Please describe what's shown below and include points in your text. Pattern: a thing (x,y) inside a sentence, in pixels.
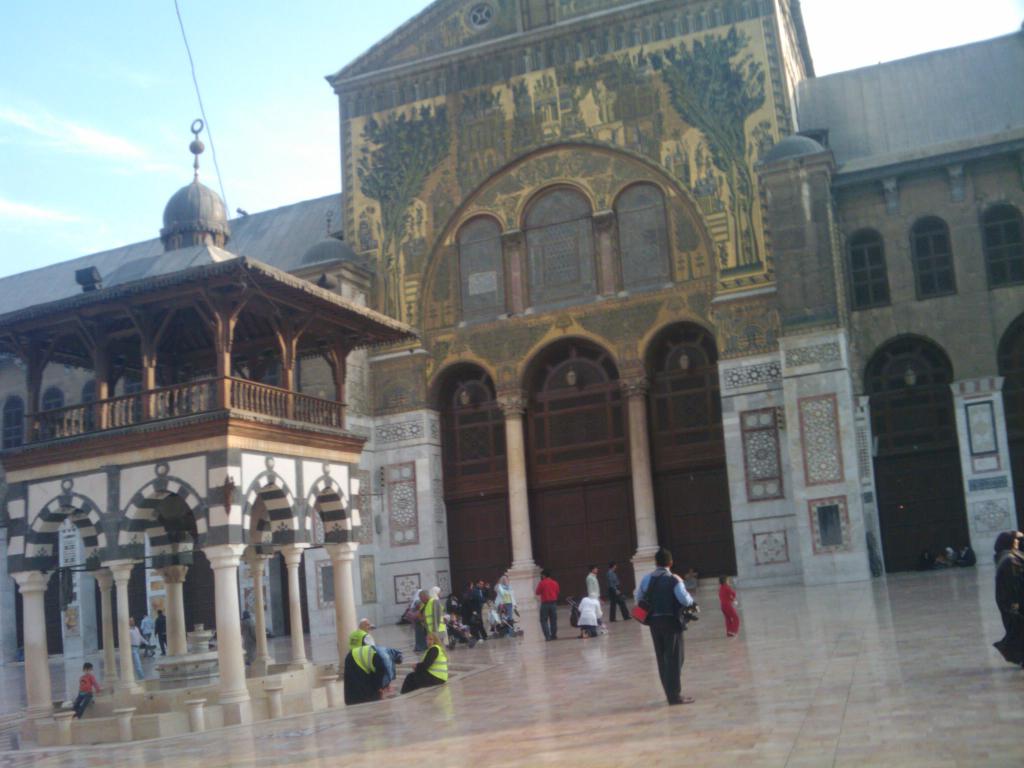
In this image, we can see a building (366,485), shed (275,358), pillars (281,343), railings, walls (1011,324), windows (621,221). Here we can see a group of people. Few are sitting and standing. Top of the image (173,114), there is a sky (280,103).
